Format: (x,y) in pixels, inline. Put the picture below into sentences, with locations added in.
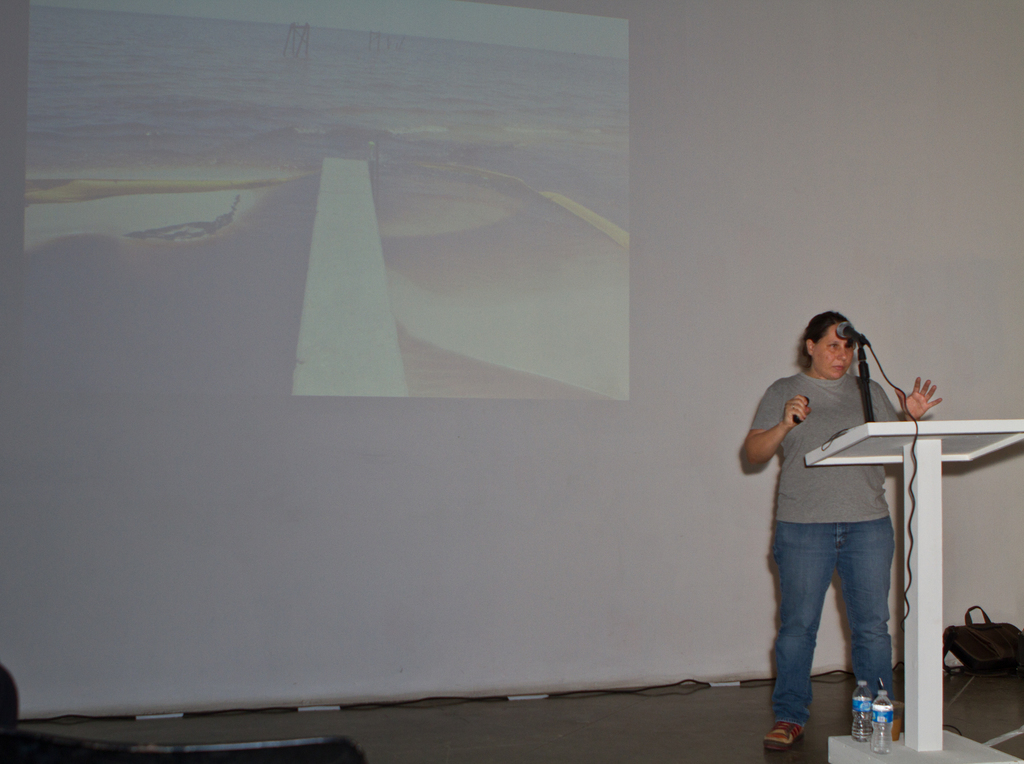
This image consists of a woman (858,591) standing near the podium (935,717) and talking in the mic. In the background (316,284), we can see a projector screen (468,389). At the bottom (649,736), there is a dais (424,758). There are two water bottles (883,709) near the podium (907,747).
